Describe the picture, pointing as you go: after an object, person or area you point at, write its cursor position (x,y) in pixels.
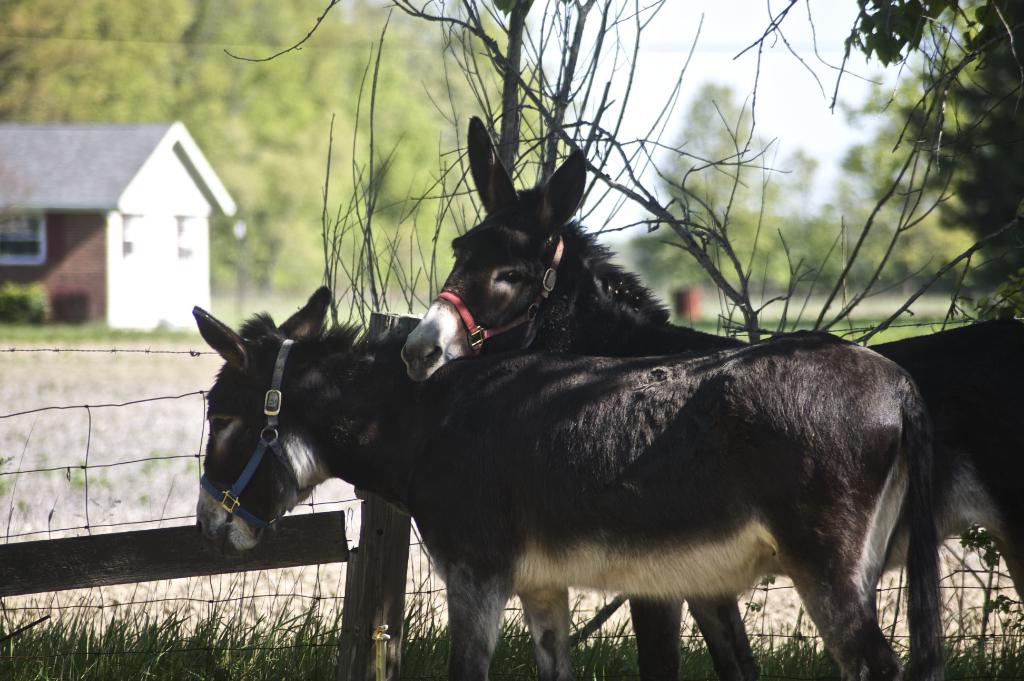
In the image there are two donkeys (475,410) standing on the grassland (994,642) inside a fence (361,680), on the left side (93,184) there is a home (156,173) on the background (167,191) with trees (320,135) behind it.
